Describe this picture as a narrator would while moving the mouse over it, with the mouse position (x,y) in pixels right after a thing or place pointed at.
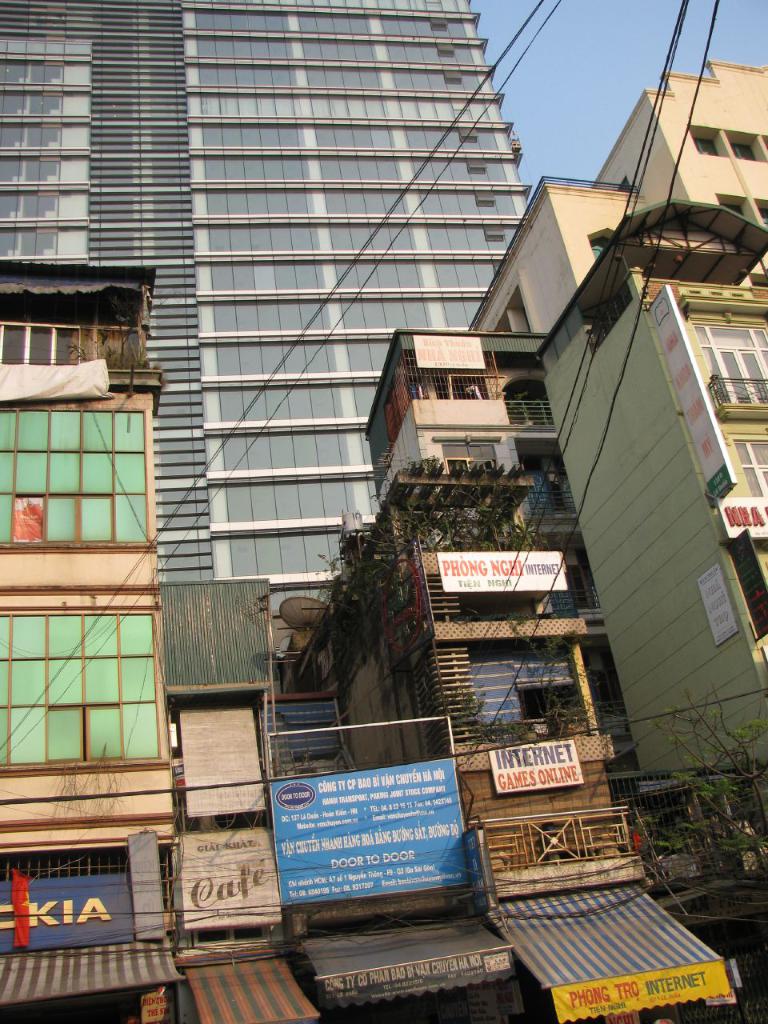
Here in this picture we can see buildings (328,330) and houses (464,440) present all over there and we can see plants (429,511) on some buildings (360,673) and we can see banners (193,868) and hoardings (294,827) present on the buildings (489,780) over there and on the right side (716,787) we can see a tree (711,801) present on the ground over there and in the front (147,945) we can see sheds (102,954) present over there.
